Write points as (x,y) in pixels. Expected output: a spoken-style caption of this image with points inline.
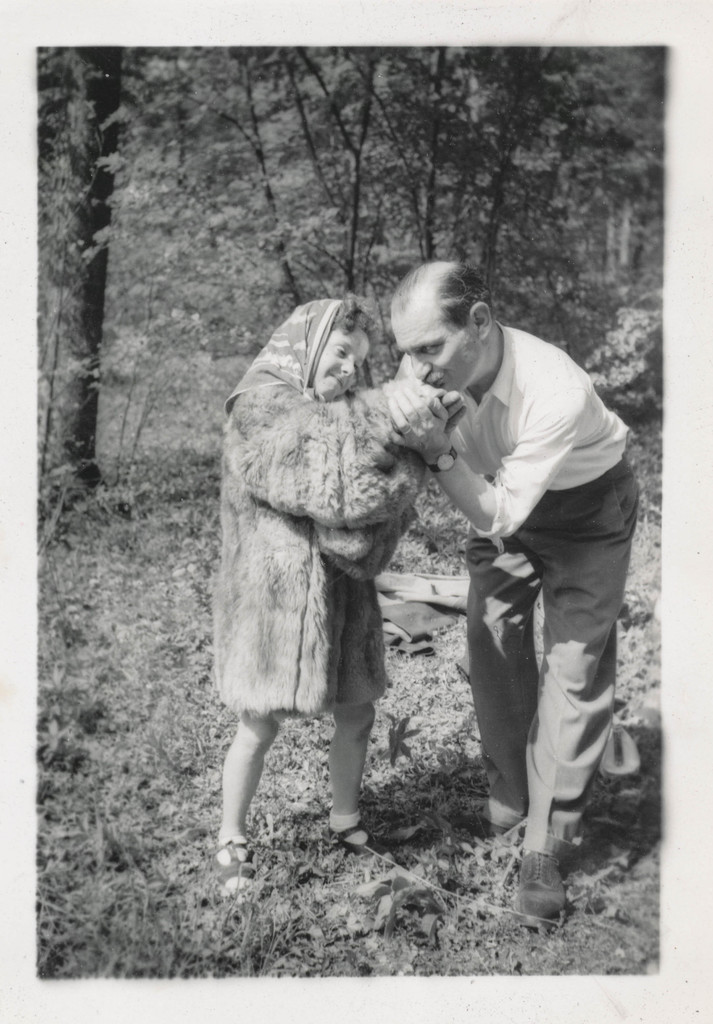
In this black and white image, there is a small girl (339,519) and a man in the foreground (315,617) and there are trees (337,268) in the background (192,224).
